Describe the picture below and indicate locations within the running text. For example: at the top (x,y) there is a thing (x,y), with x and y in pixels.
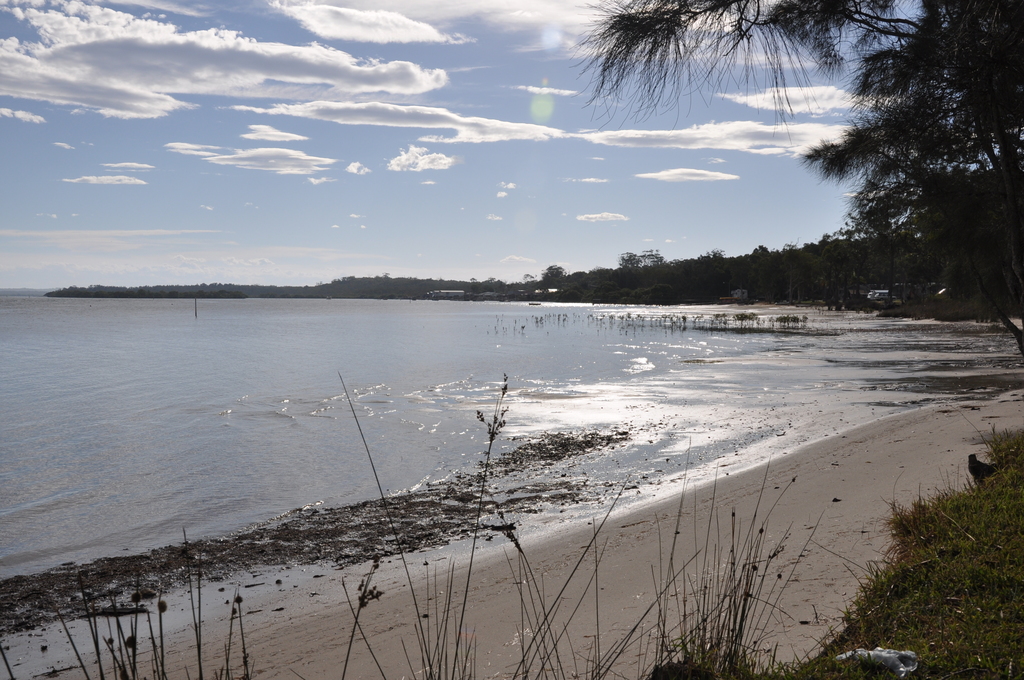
In the center of the image (423,390) we can see a sea (253,432). On the right (933,262) there are trees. In the background (234,287) there are hills (355,284) and sky (444,64). At the bottom (712,647) there is grass (738,619).
